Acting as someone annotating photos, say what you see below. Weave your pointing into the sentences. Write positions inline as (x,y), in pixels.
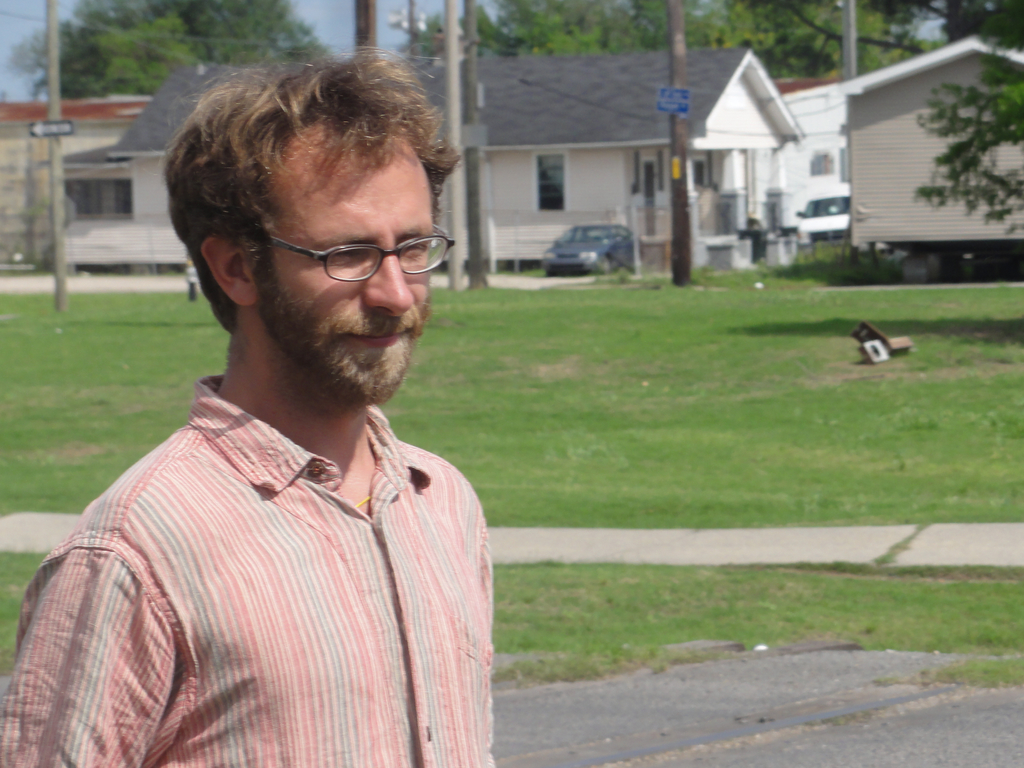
In this image there is a man (333,470) in the middle (370,430) who is wearing the spectacles (418,249). In the background (618,160) there are houses (847,87) one beside the other. In front of them there is a car (578,237). There are electric poles (454,235) on the footpath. Behind the houses (745,68) there are trees (788,23). On the ground (657,362) there is grass (700,434).
